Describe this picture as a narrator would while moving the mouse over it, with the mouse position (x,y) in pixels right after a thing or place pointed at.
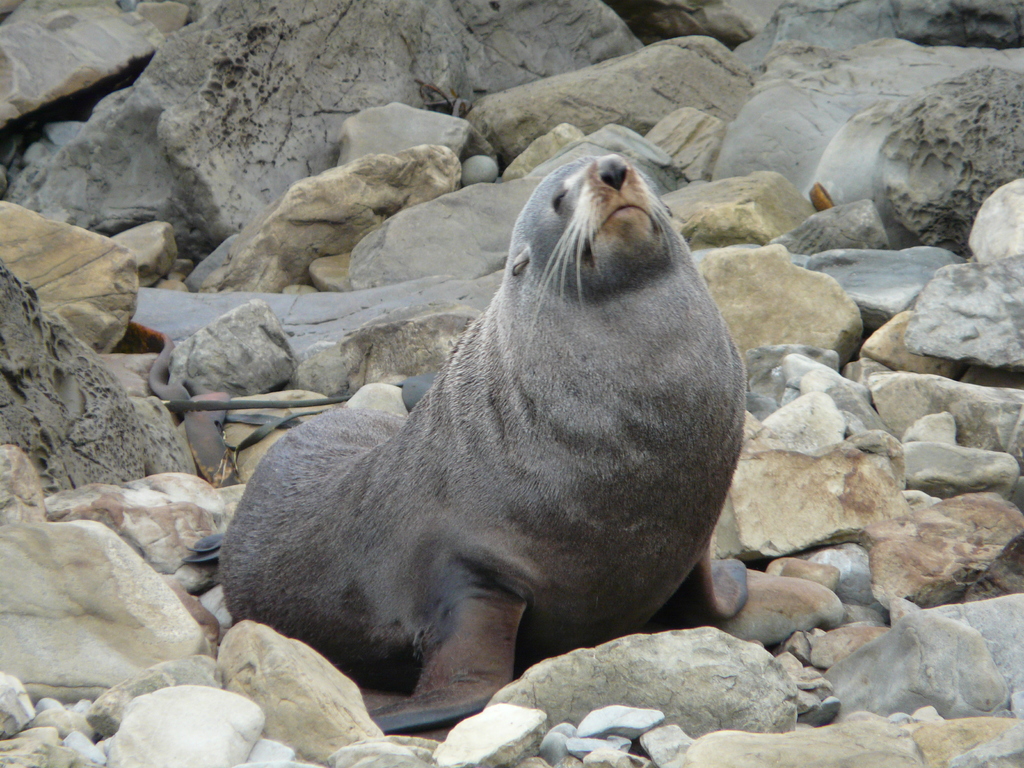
In this picture there is a sea lion (645,391) sitting on the stones (802,581). Behind that we can see the seaweed (207,456).
